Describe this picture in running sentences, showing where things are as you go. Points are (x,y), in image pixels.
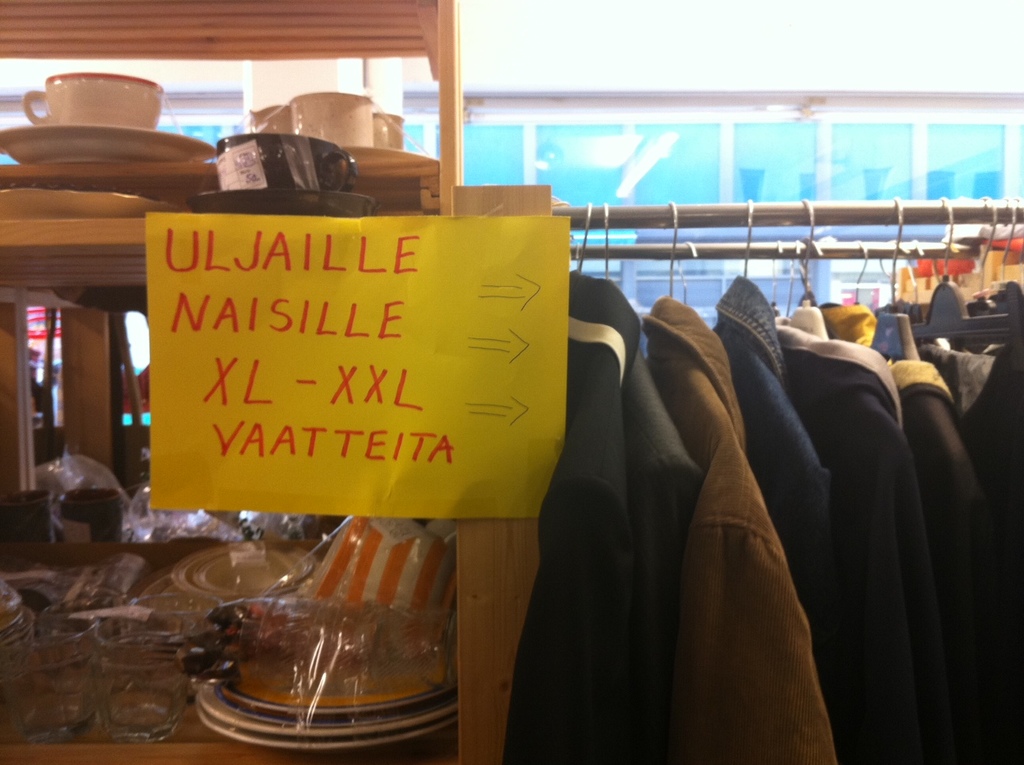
In this image, we can see few clothes (725,337) on the hanger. Here we can see rods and poster (381,339). Few objects (373,633), glass (145,662), cup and saucer (278,191) on the wooden racks (188,191). Background (740,29) there is a pillar (282,99), wall (730,38) and glass (707,190).
